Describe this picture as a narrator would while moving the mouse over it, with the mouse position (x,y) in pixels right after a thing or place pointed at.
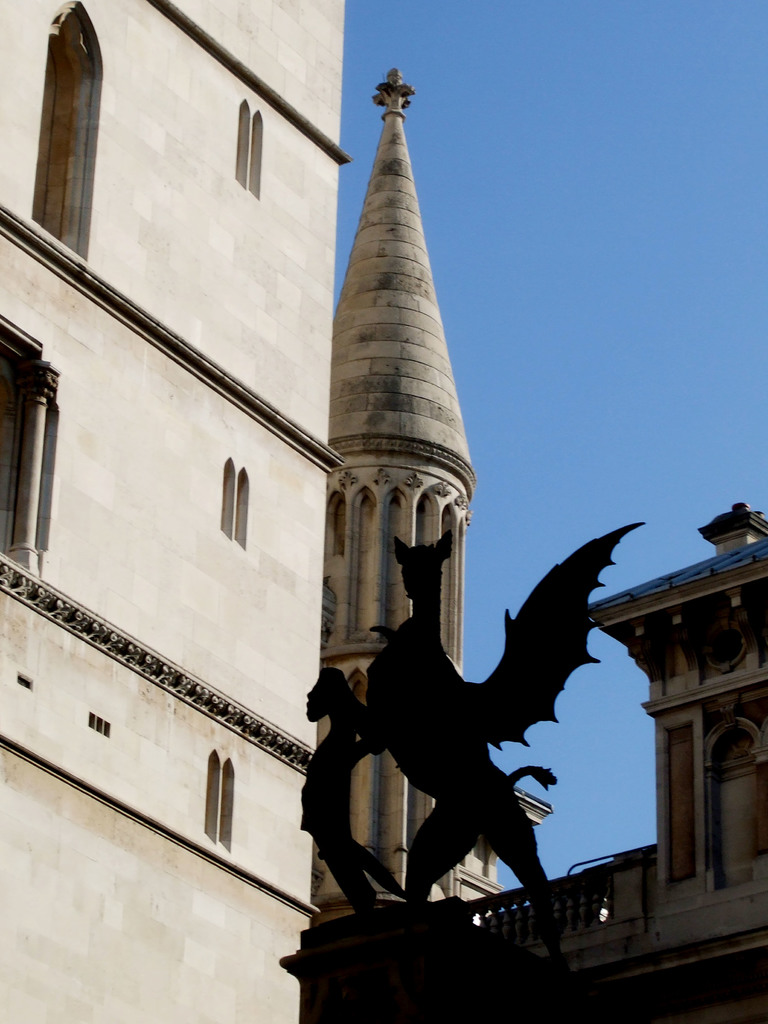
In this picture we can see a statue (317,837), buildings (283,364) with windows (75,118) and in the background (488,434) we can see the sky (578,226).
